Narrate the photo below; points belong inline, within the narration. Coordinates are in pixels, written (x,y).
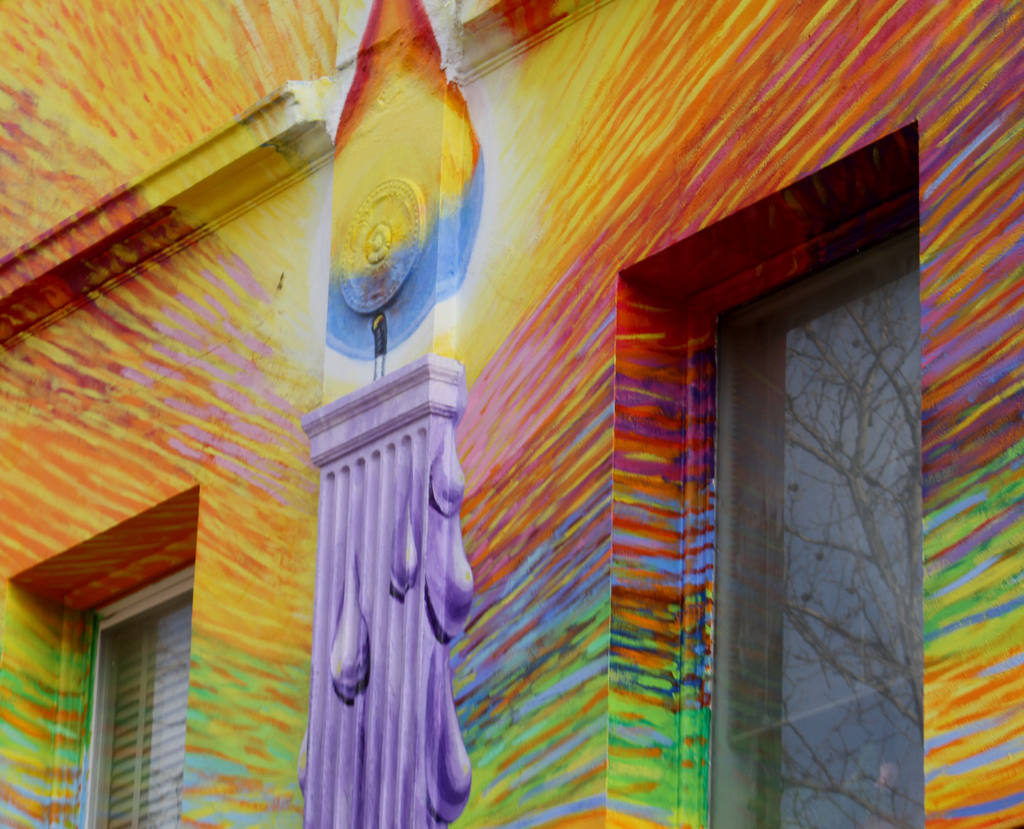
In this image, It looks like a building wall (469,363) with the colorful painting (509,405) on it. I think these are the windows (142,743) with the glass doors (159,712). On the right side of the image (886,361), I can see the reflection (822,648) of a tree (880,587) on a glass door (825,476).
